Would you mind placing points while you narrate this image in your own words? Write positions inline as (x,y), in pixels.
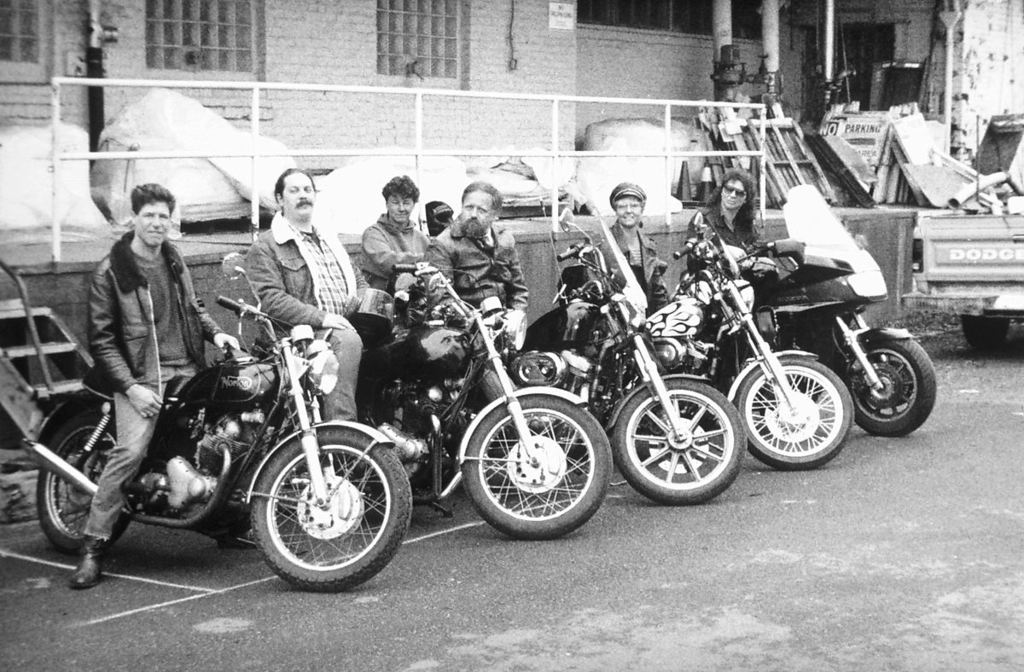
In the image there are few people (334,262) sat on bike (685,359), they all seems to be bikers (84,587), it's on road (760,551).
